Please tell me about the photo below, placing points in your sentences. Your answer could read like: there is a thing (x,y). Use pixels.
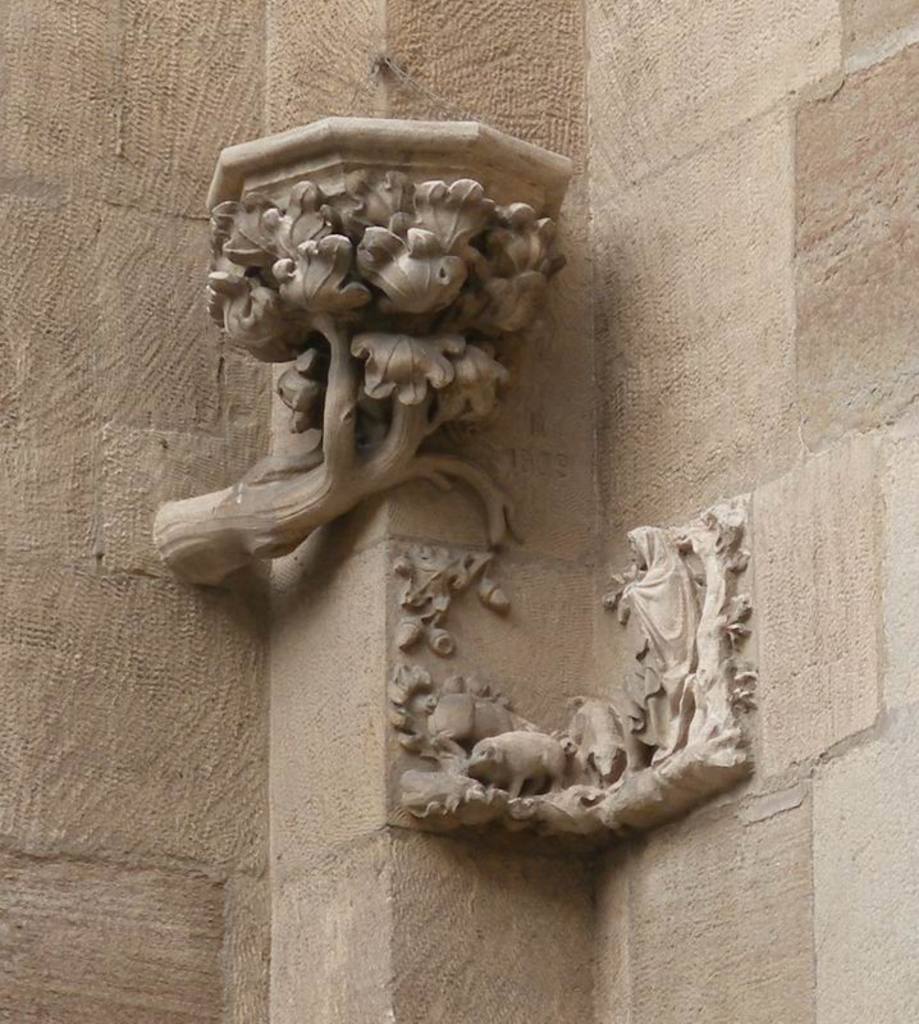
In this image we can see a wall (344,631) with sculptures (434,625).
